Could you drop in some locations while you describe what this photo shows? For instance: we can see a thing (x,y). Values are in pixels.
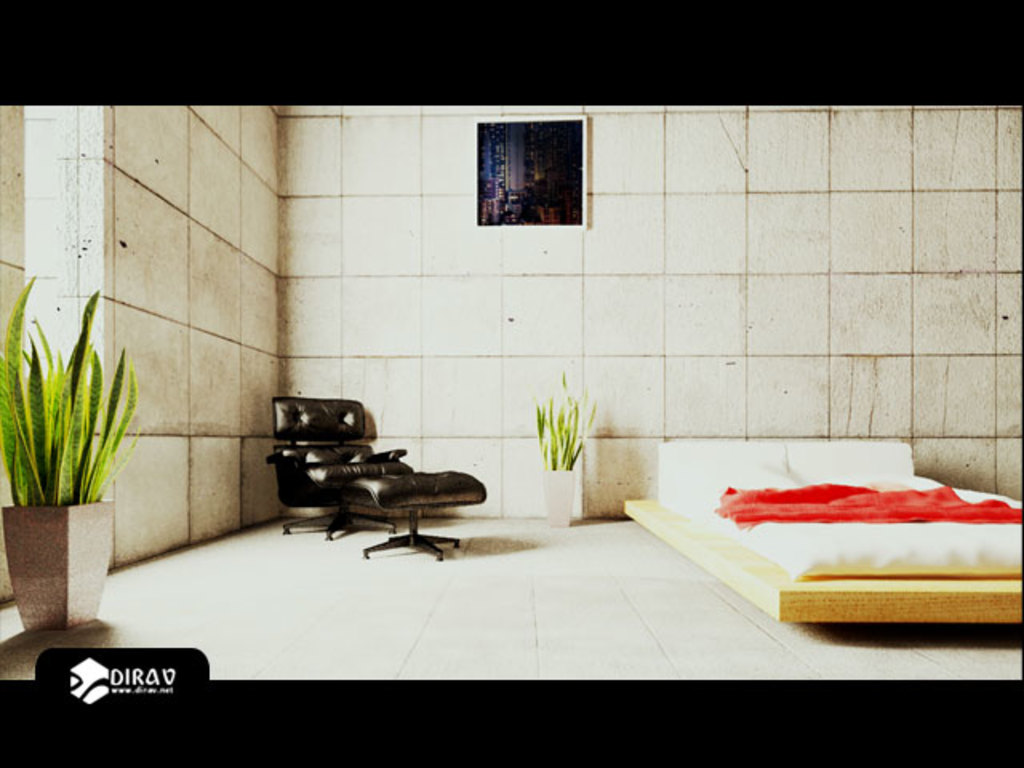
In the image on the right side (945,605) there is a bed (804,466) with pillows (825,474) and bed sheet (899,496). Beside the bed (974,605) there is a potted plant (562,469). And also there is a sofa chair (340,451). There is a wall (518,240) with frame (521,219). On the left corner of the image (71,474) there is a potted plant (58,521). And also there is a logo (53,661) with name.
